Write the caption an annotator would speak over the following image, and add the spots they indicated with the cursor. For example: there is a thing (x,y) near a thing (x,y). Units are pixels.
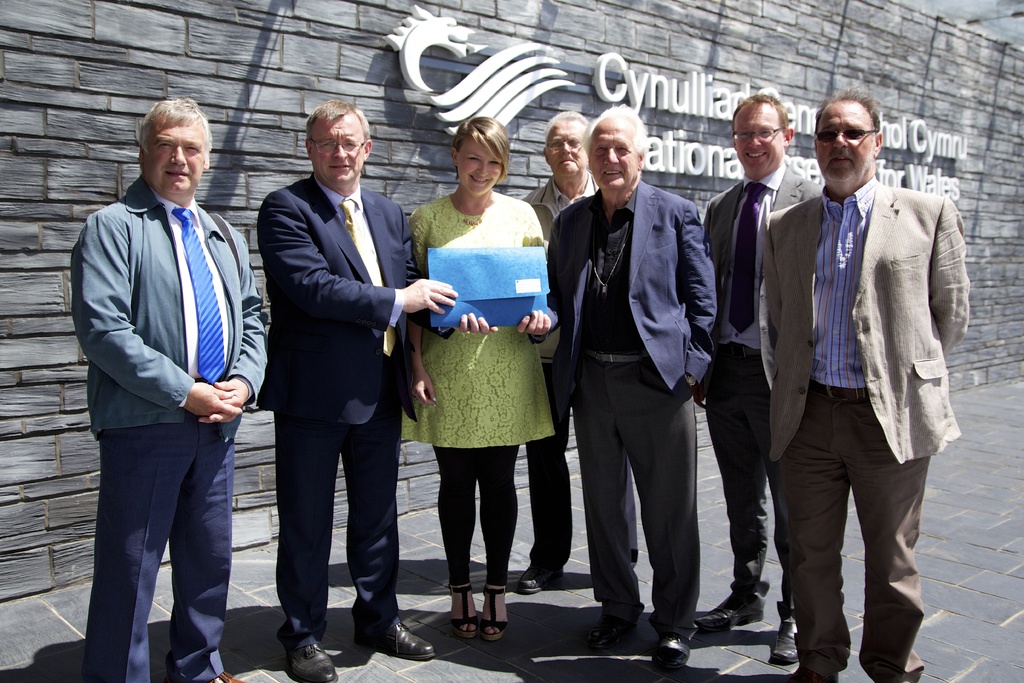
In the picture we can see some men (317,334) and woman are standing, one man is giving something to the woman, and most men (779,289) are in the blazers (944,417) and shirts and woman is in the green dress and in the background (102,23) we can see the wall (199,70) with something written on it.
